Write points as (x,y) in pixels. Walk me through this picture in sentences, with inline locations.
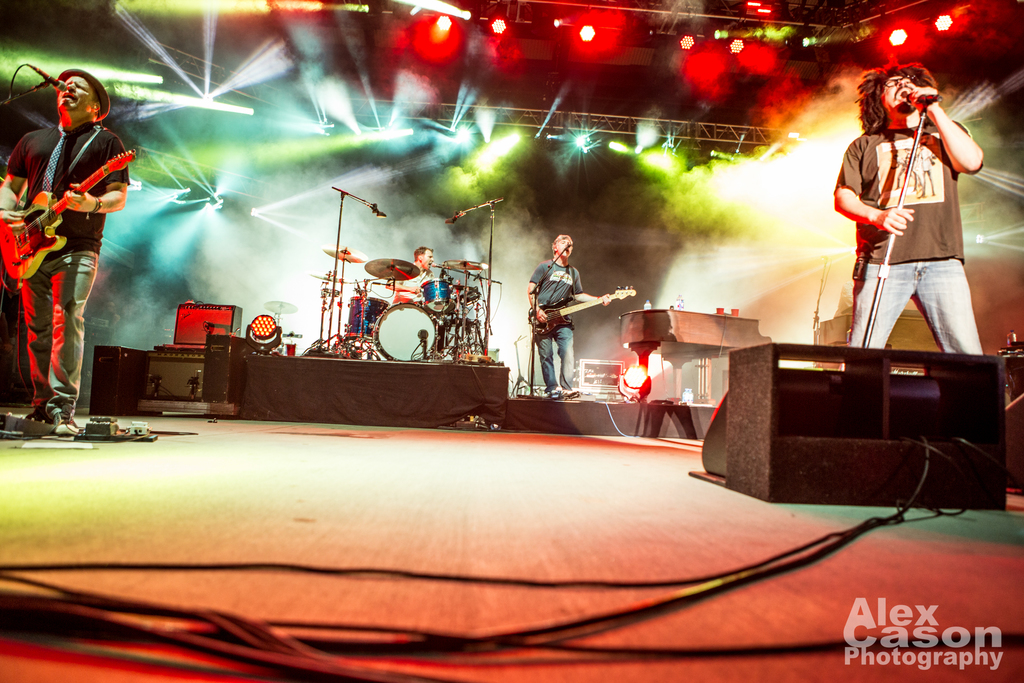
In this Image I see 4 men (543,379) in which 2 of them are holding the guitars (539,328) and this man (425,255) is near the drums (391,285) and all of them are near to their mics (930,100). In the background (449,213) I see the lights (245,7) and the smoke (371,175).
